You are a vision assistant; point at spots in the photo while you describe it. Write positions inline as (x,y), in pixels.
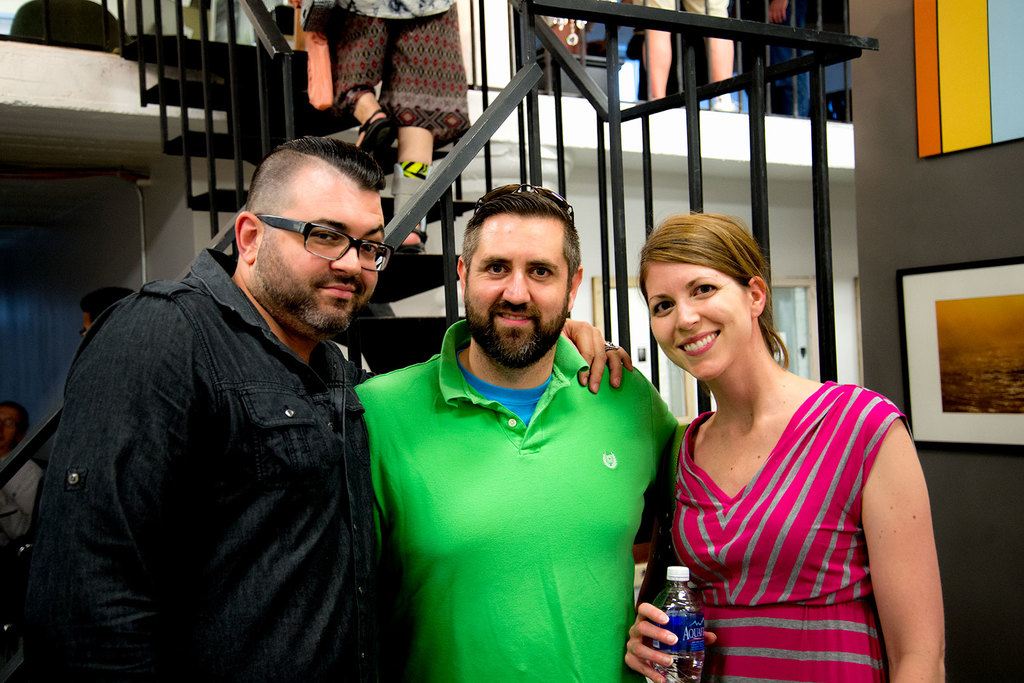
In the image we can see there are people (654,423) standing and there is a woman (697,580) holding water bottle (675,577) in her hand (712,641). There is a person (398,140) standing on the stairs (454,156) and there are photo frames (978,269) on the wall (980,160).
